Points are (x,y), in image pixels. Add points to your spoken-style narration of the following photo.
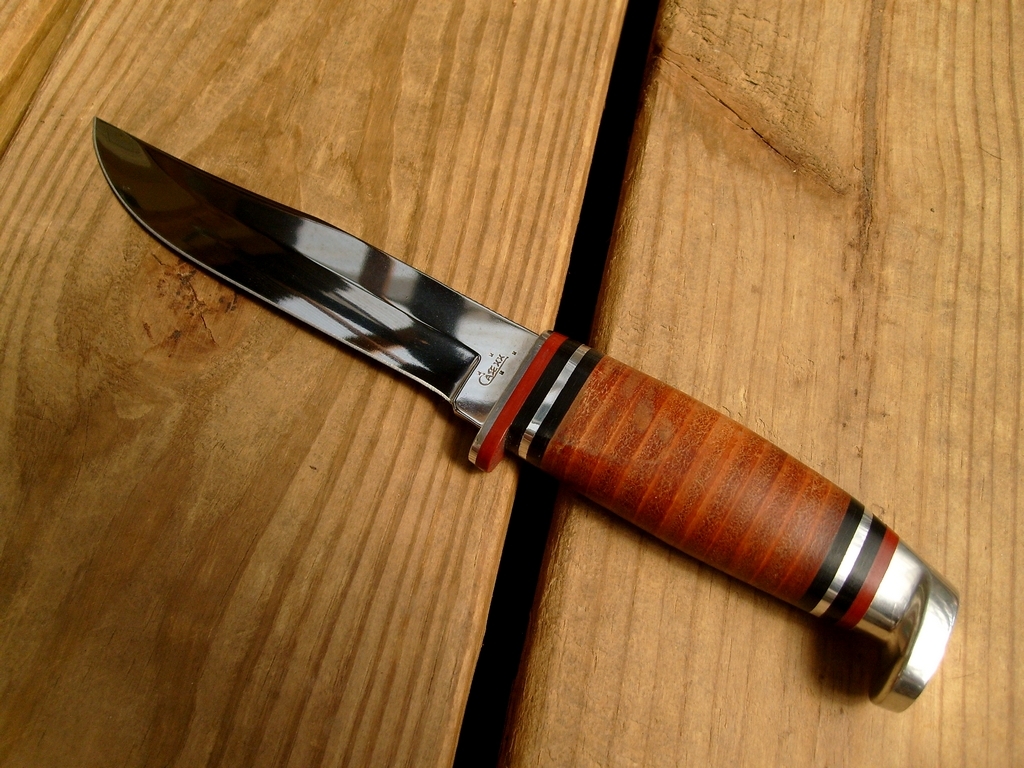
In this image there is a table (233,497) and in the middle of the image (559,346) there is a knife (575,403) on the table (679,345).
